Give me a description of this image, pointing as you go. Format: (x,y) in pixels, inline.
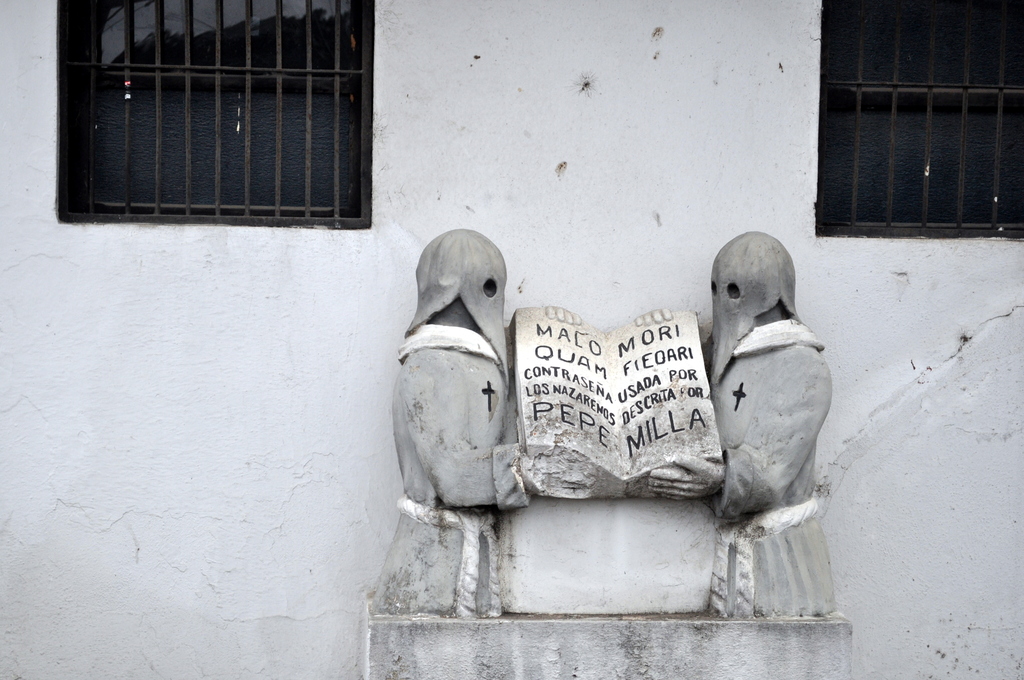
In this image there are sculptures (444,308), behind them there are windows (290,191) with grill rods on the wall (511,272).
